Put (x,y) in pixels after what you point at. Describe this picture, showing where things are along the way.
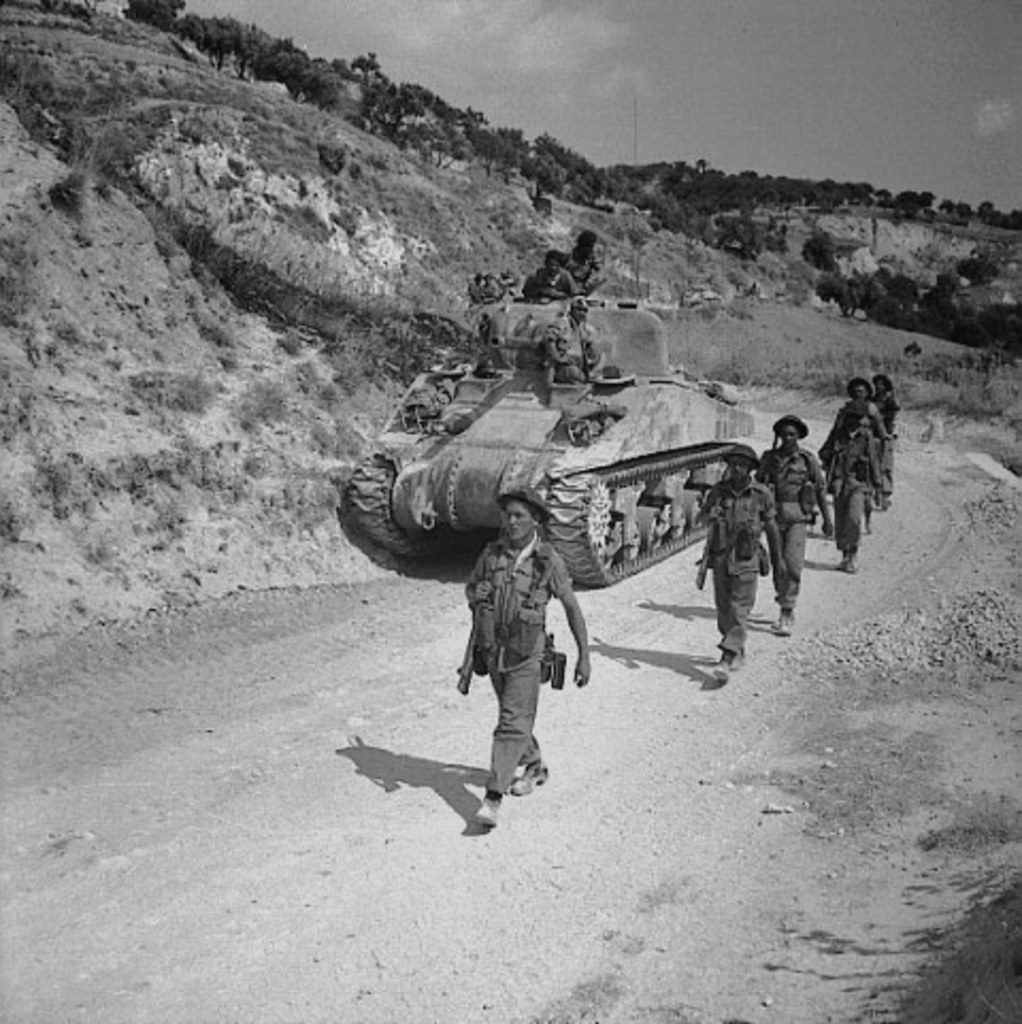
It looks like a black and white picture. We can see there are a group of people (791,507) walking on the path (366,771) and some people (588,341) sitting on the tank (562,303). Behind the tank (521,395) there are trees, hills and the sky (819,122).
